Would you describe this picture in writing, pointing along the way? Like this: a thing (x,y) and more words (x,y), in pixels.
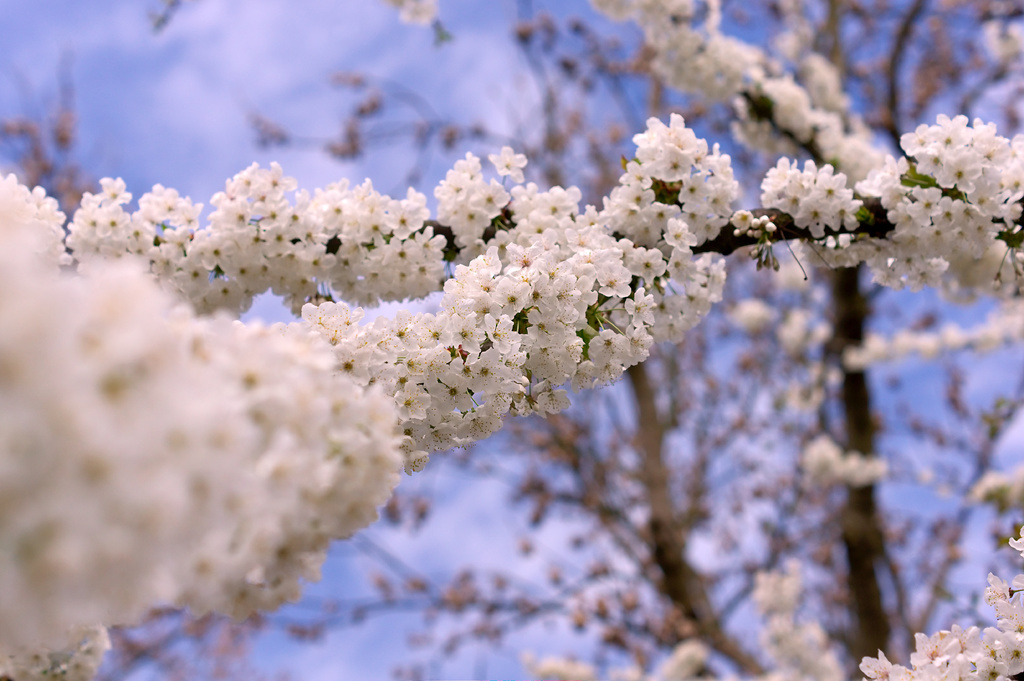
In this picture we can observe some flowers (544,253) to this tree (810,232). In the background (600,164) there is a sky (398,109) with some clouds (461,108).
